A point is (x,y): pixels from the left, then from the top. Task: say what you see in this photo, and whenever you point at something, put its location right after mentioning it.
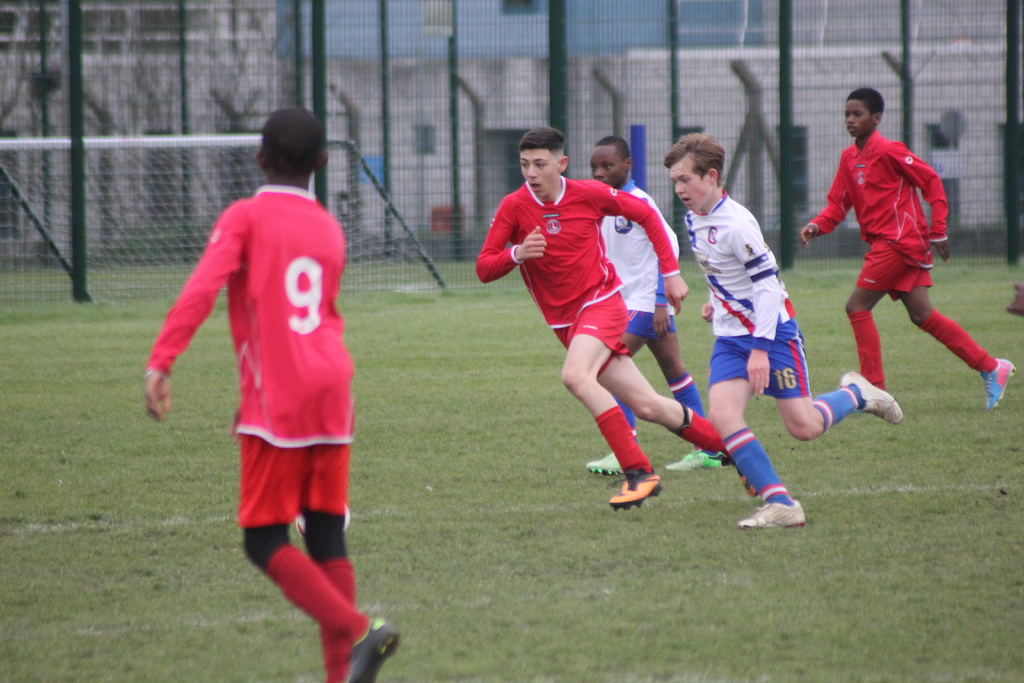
In this image, I can see a group of people (315,452) running on the grass (562,545). In the background (378,195), there are buildings (708,80), fence (719,86), poles (559,86) and a football goal post (168,189).
